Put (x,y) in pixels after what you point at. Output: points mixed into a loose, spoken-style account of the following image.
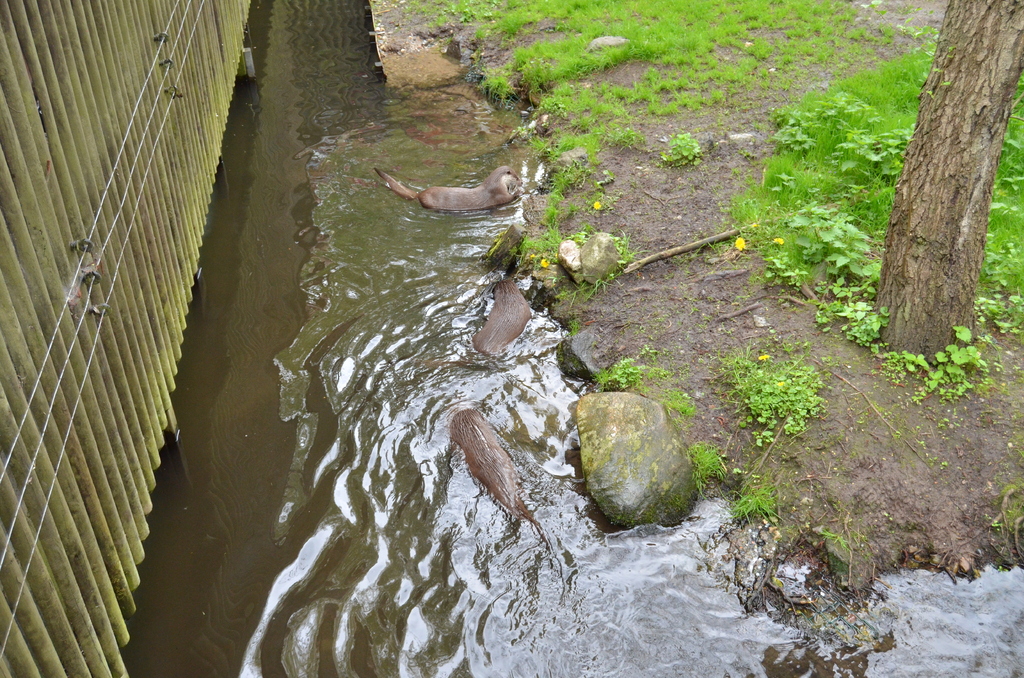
In the center of the image (605,436) we can see some animals (496,491) and rocks (598,263) in water (544,462). In the background (993,143), we can see a tree (949,159), group of plants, grass (790,159) and a fence (106,271) with cables (50,494).
